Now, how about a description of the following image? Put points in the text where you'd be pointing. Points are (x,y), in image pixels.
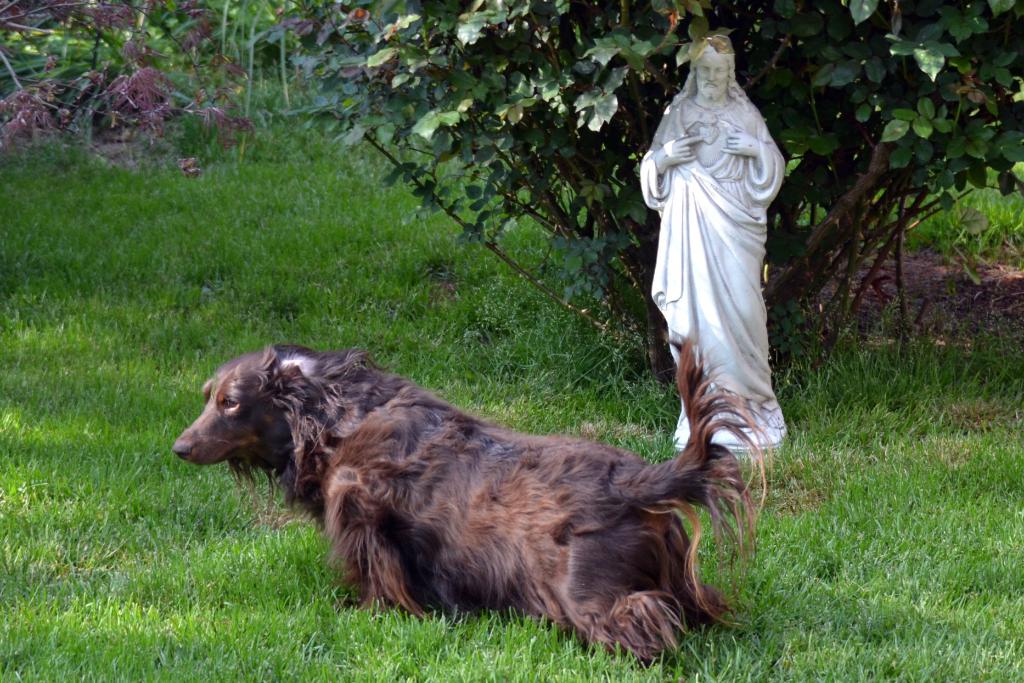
In this picture we can see a dog (221,397), statue (679,418) on the grass (1012,535) and in the background (244,27) we can see trees (379,27).
